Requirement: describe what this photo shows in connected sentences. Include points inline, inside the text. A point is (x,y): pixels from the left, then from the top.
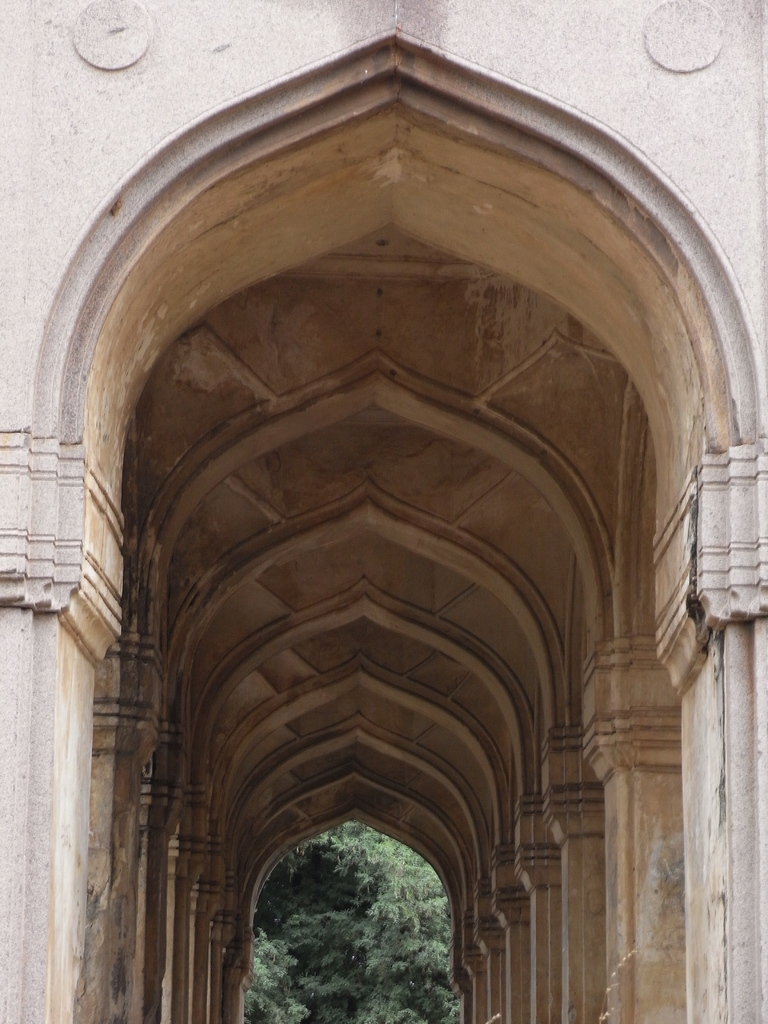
In the center of the image (386,413) we can see one building (498,887), trees (395,882), pillars (656,874), roof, wall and a few other objects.
